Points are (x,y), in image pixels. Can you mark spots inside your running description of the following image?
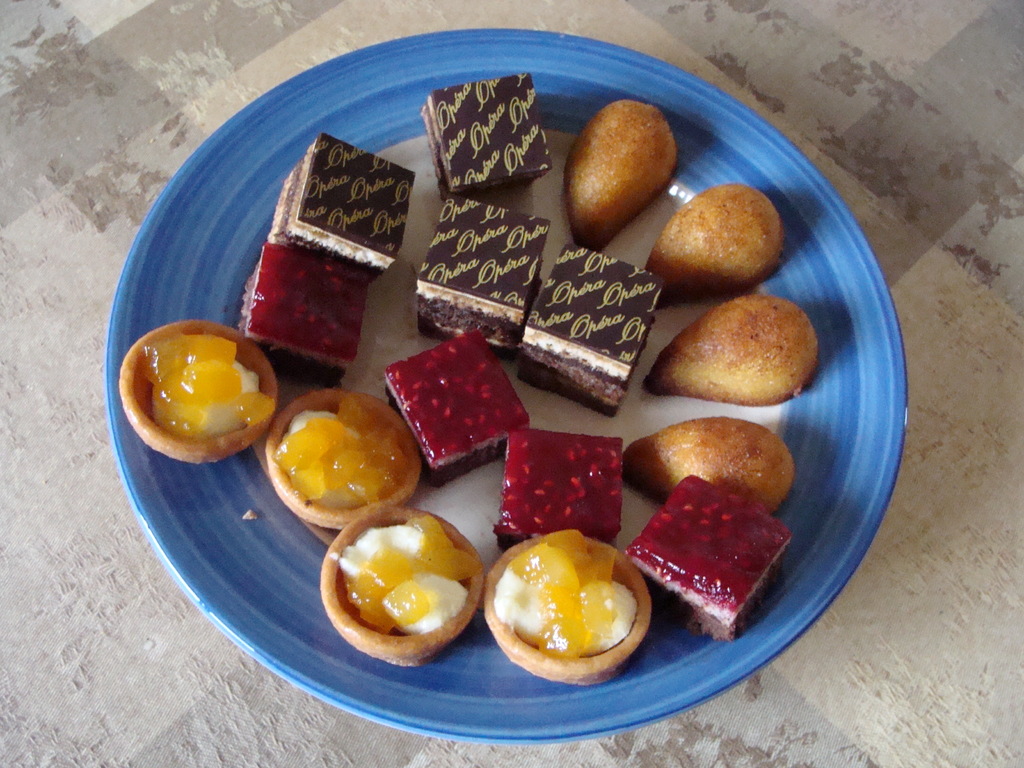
In this image I can see the cream colored surface (148,585) and on it I can see a plate (758,183) which is white and blue in color. On the plate (763,179) I can see few food items (570,268) which are black, brown, orange, red, yellow and white in color.
